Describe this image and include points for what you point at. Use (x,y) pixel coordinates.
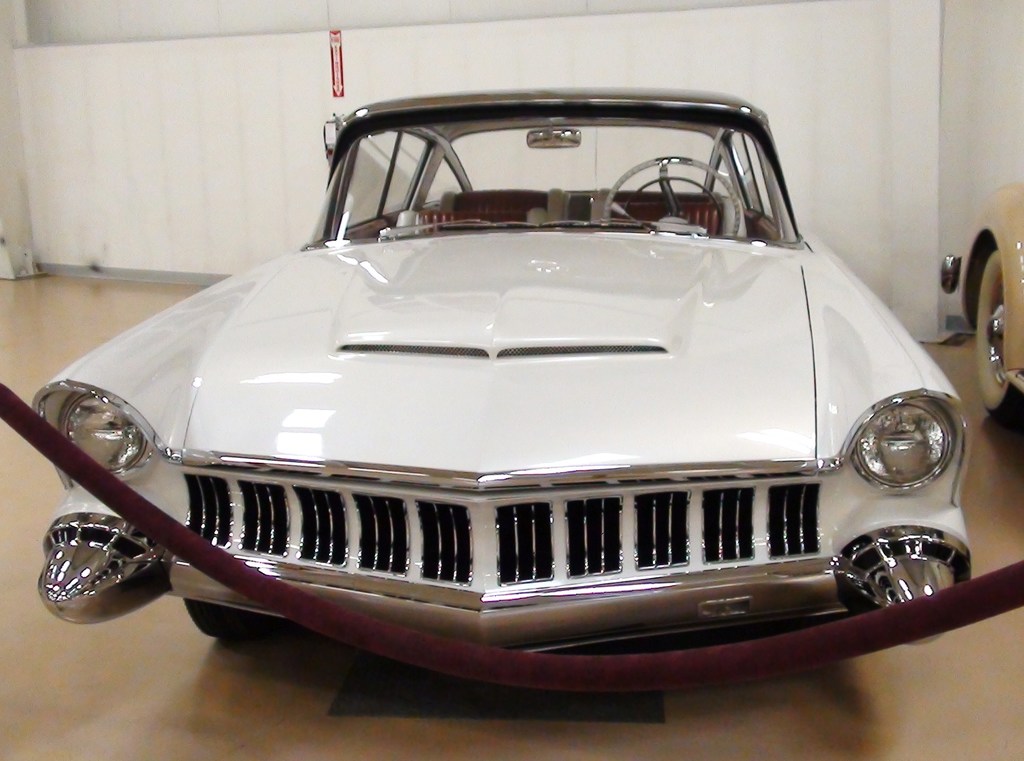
In this image there are cars (273,380), in the background (522,15) there is a wall (945,228).
